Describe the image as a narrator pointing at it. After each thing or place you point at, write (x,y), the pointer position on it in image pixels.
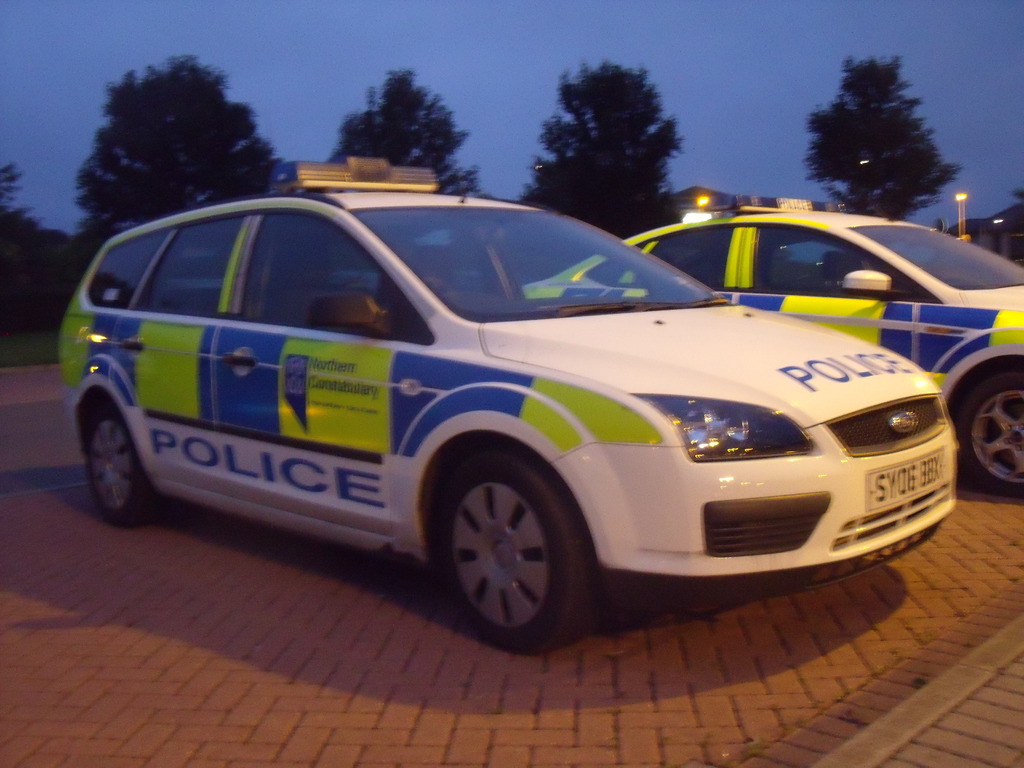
In this picture I can see cars (687,517). I can see trees (395,104) in the background (440,104). I can see the sky (313,108) is clear.
